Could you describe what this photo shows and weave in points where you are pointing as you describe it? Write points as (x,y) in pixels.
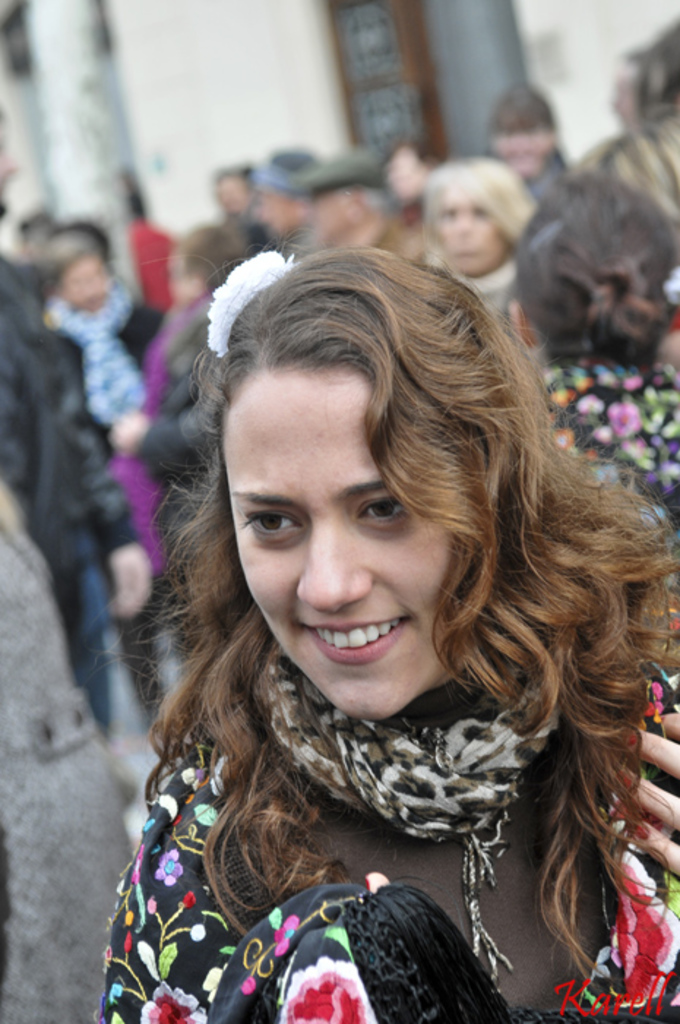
In the picture we can see a woman (317,968) standing on the path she is with a curly hair (287,829) and black color dress (579,975) with some designs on it and behind her we can see some people (39,478) are standing and talking to each other and behind them we can see a wall (550,31) with a window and a pillar (67,62).
